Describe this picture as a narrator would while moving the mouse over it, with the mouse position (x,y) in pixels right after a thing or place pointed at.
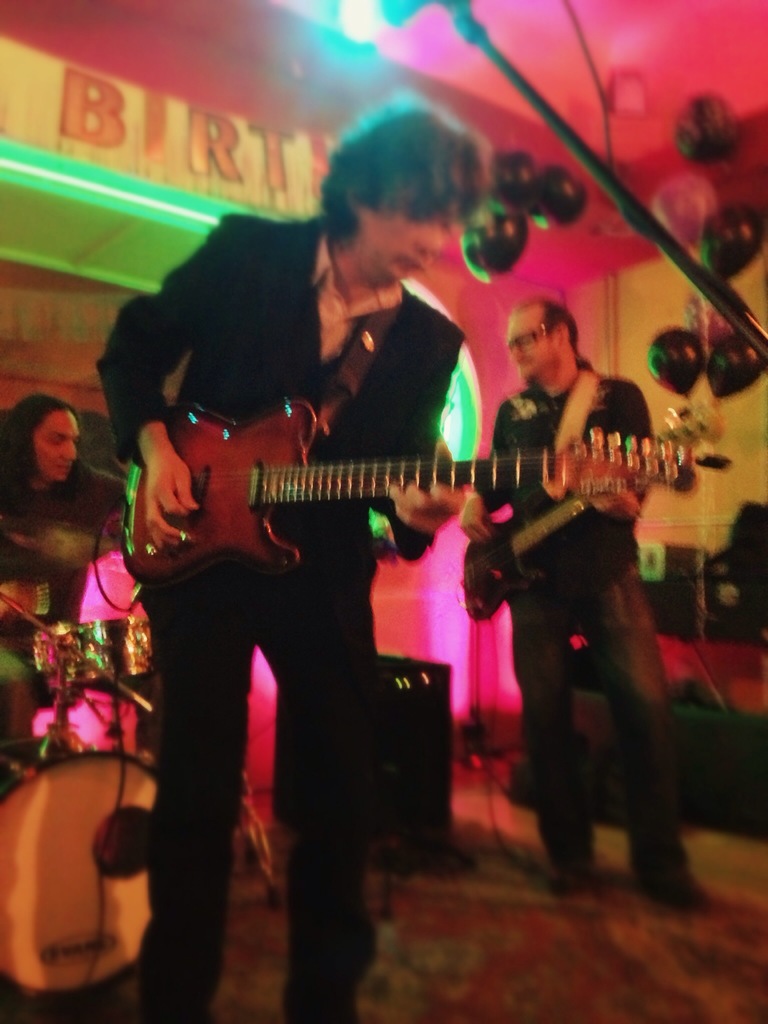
The persons (398,406) wearing black dress (387,398) is playing guitar (383,462) and the person (36,442) in the background (51,500) is playing drums (54,631).
